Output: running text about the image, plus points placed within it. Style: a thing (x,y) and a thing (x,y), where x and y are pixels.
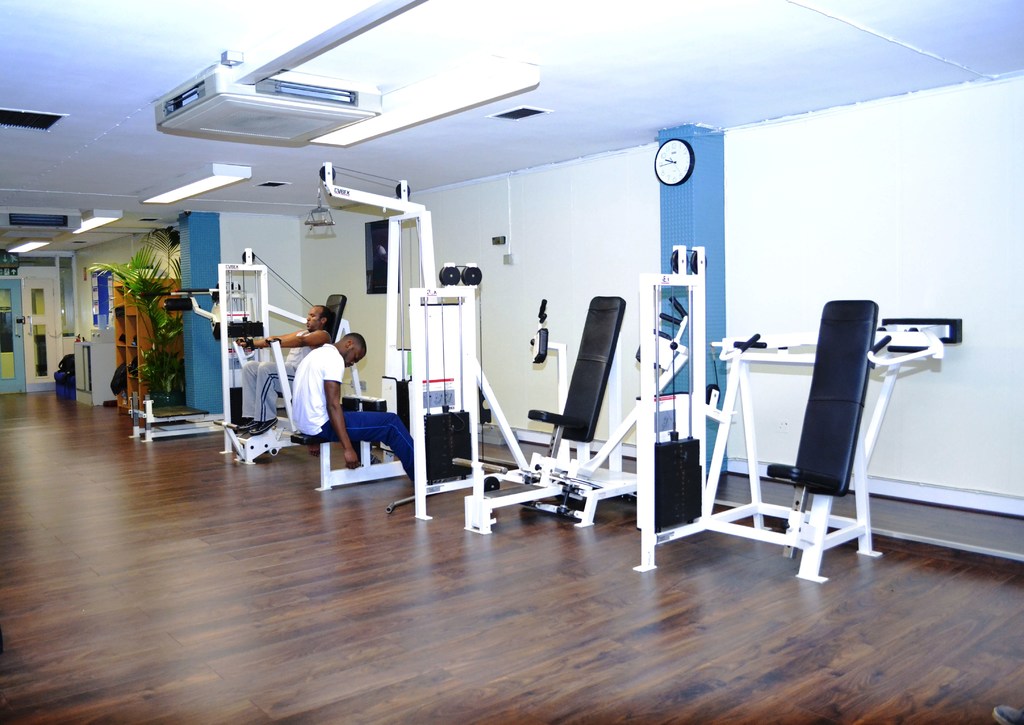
In this image I can see two persons (336,427) are doing gym and equipments (656,470) on the floor (701,596). In the background (1007,393) I can see a wall (372,211), clock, air conditioner (277,143) on the rooftop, houseplants (166,360), cupboards (84,356) and a door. This image is taken in a hall (129,395).
